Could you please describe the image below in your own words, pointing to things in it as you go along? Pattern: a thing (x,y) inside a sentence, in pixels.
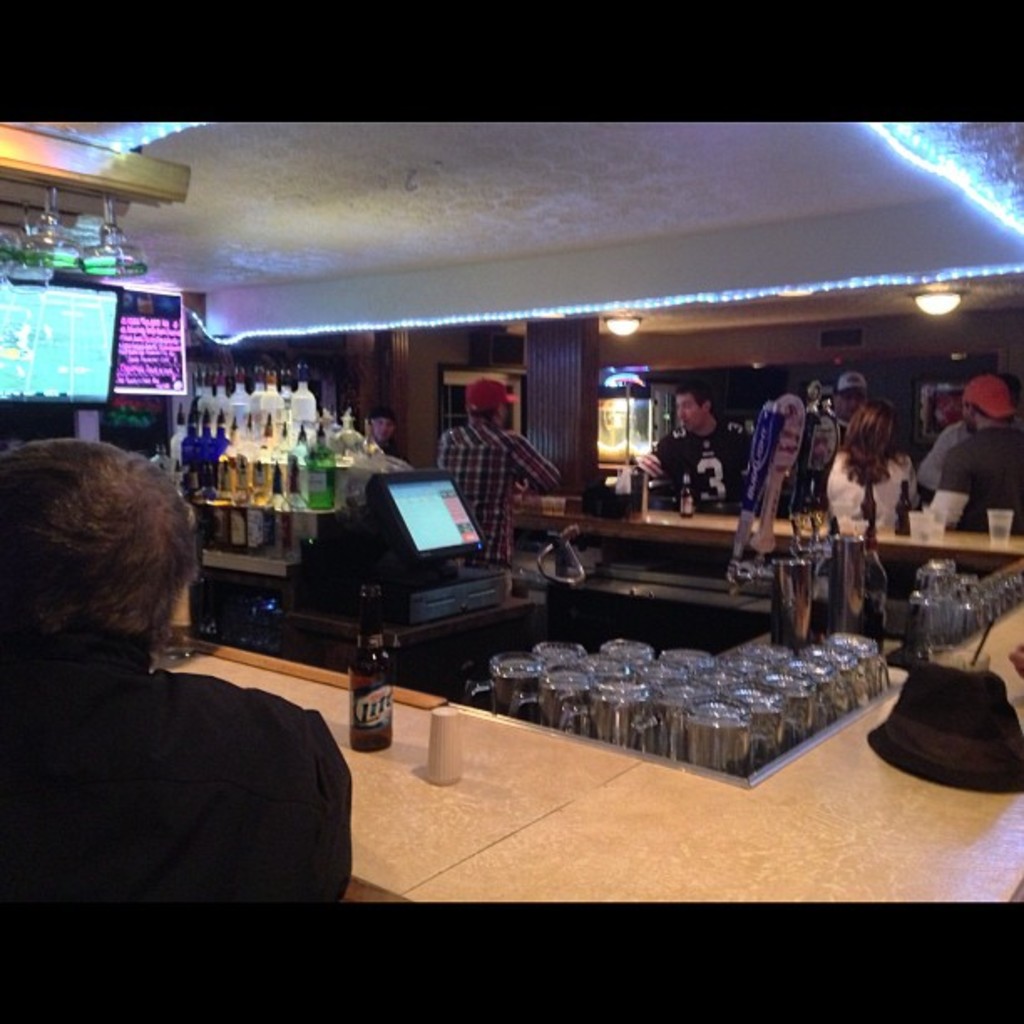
In this image in the front (175,756) there is a person (205,758). In the center (583,671) there are bottles (362,585), glasses (772,676) and there is a monitor (426,547). In the background (877,424) there are persons (702,431) and on the top (947,298) there are lights (625,325).
